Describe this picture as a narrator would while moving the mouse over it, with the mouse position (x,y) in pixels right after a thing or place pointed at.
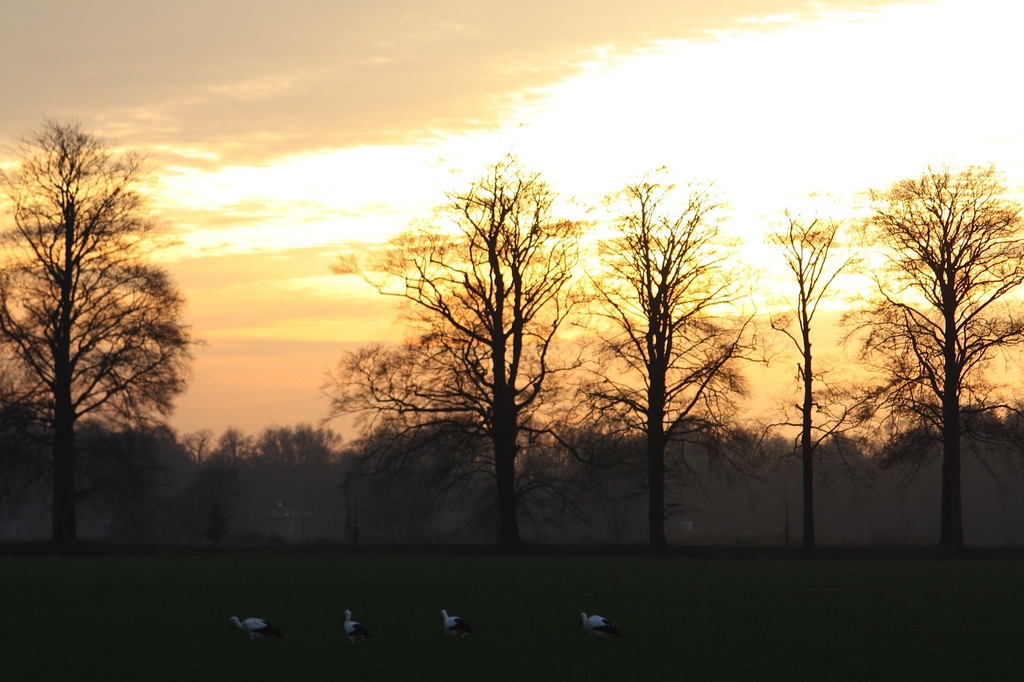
In this picture there are birds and the birds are in black and white color. At the back (507,533) there are trees (589,437). At the top (306,95) there is sky (348,87) and there are clouds (242,219) and there is sun light (766,204). At the bottom (803,623) there is grass (740,619).
